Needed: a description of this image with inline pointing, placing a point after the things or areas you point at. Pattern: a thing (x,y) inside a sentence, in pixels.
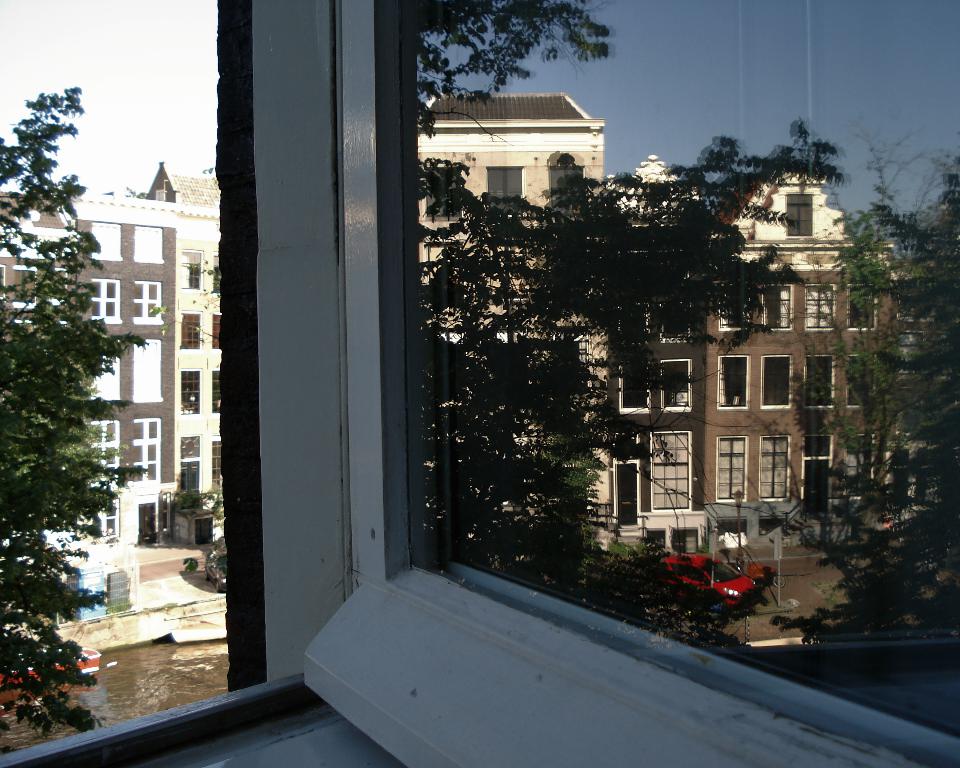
In this image we can see a glass window (611,272). And behind we can see vehicles (742,583), buildings (150,307). And we can see the sky (189,147).
